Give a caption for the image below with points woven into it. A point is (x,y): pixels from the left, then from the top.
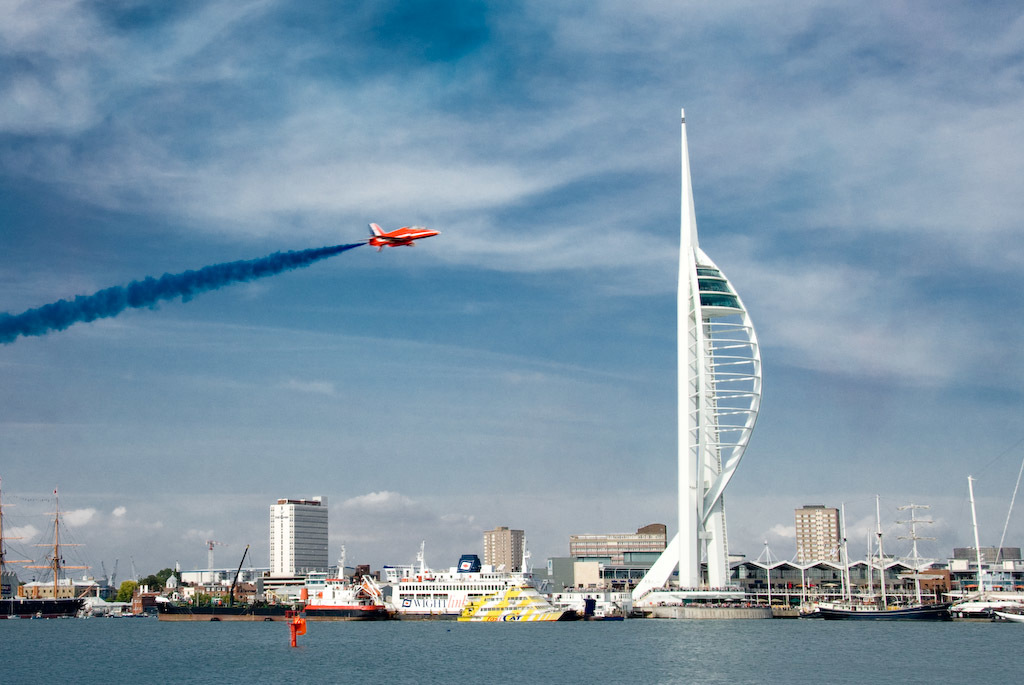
In this image there are few buildings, few boats (327,614) and a pole (297,632) in the water (365,656), few trees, few electric poles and cables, a flight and smoke (172,291) in the air (330,337) and some clouds (370,178) in the sky (424,508).
